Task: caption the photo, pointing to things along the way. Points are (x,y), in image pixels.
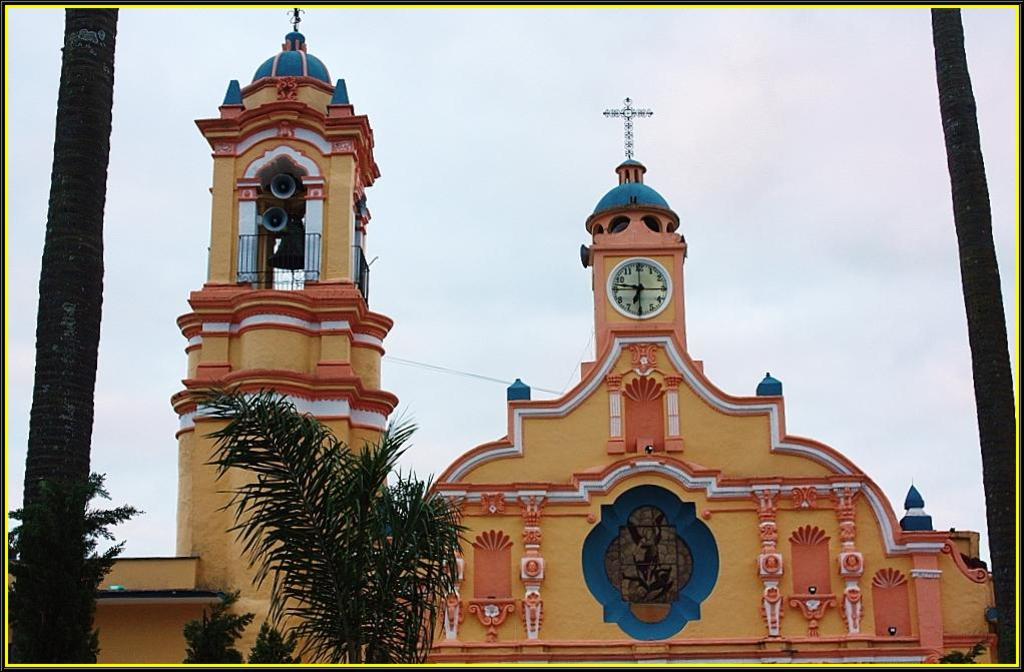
In this picture we can see church (239,360). Here we can see clock (663,286) which is near to this plus mark (628,126). And there are speakers (285,219) which is near to this dome (278,57). On the bottom (326,589) we can see trees (340,633). On the background (775,246) we can see sky (824,209) and clouds (803,177).
